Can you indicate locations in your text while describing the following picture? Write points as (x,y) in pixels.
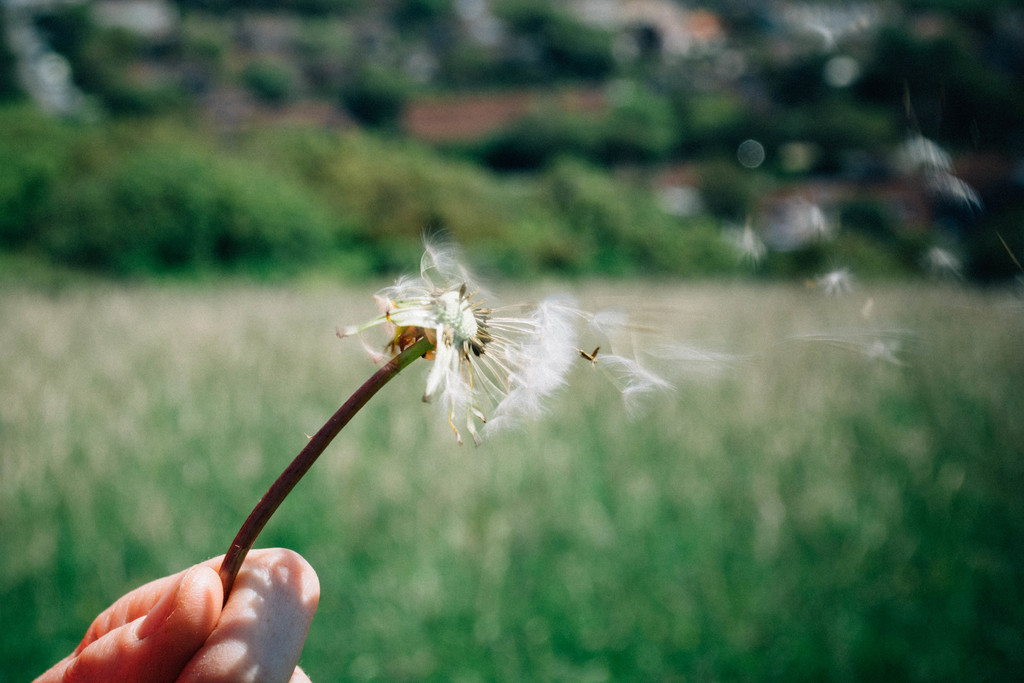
This image is taken outdoors. In the background (255,202) there are many trees (484,237) and plants (755,464) on the ground (190,461). At the bottom of the image (197,602) a person (238,629) is holding a flower (439,359) in hand (184,599).
